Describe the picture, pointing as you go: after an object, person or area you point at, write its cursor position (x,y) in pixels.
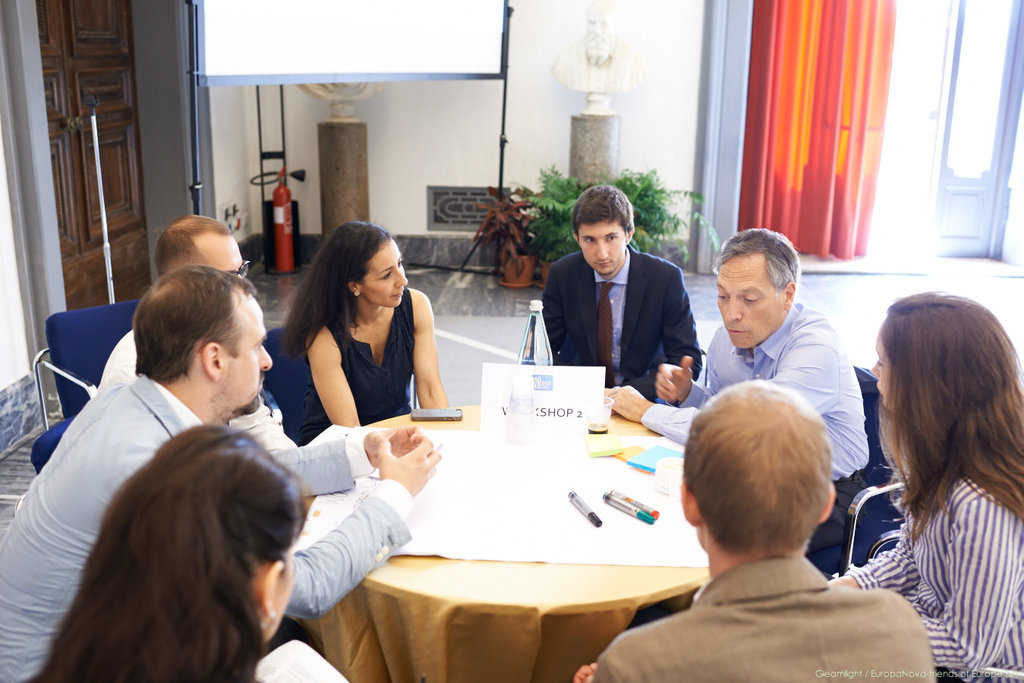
In this image I can see few people (28,615) are sitting on chairs (77,408). Here I can see a table (459,629), few papers (507,503) and few markers (590,507). I can also see plants (665,203), a white board (409,18), a door (59,51) and a curtain (791,140).
